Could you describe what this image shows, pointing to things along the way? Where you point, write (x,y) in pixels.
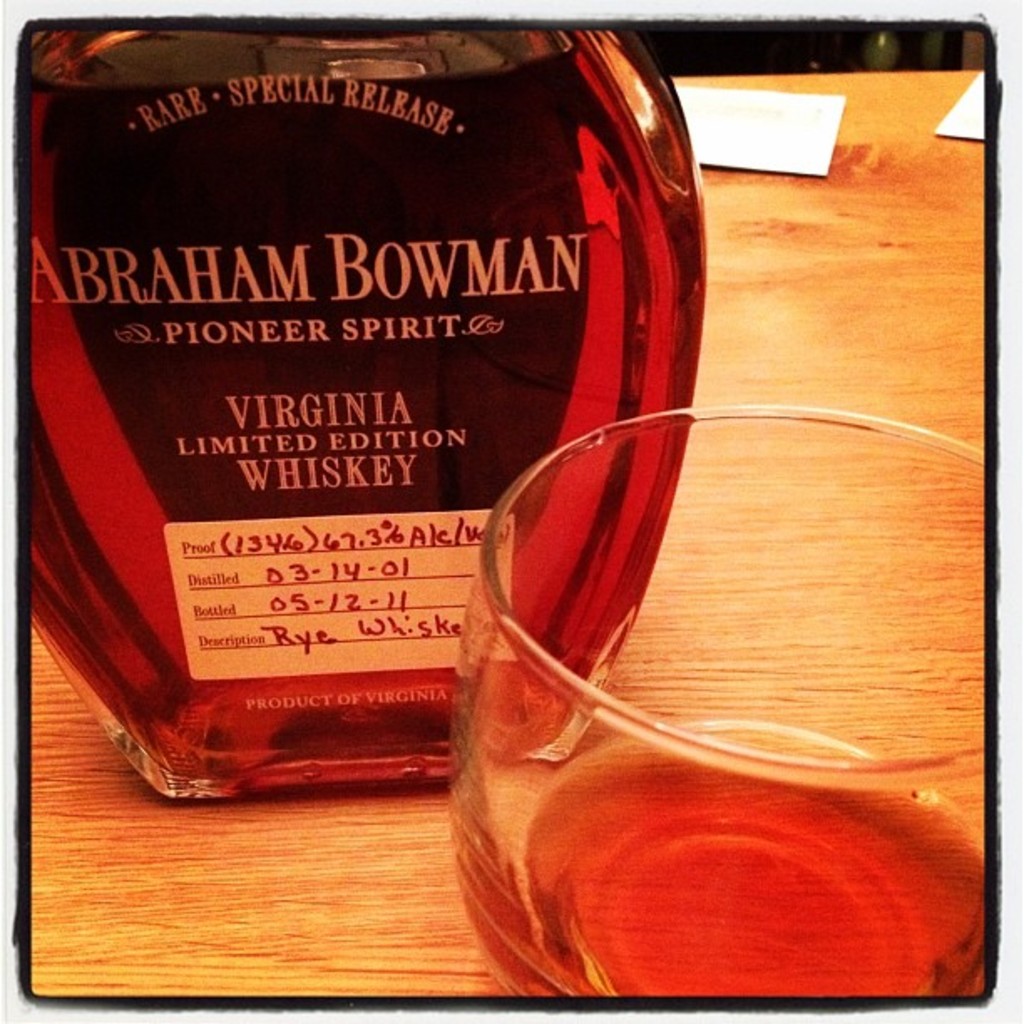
Here in this picture we can see a table (901,135) present, on which we can see a bottle of whiskey (322,503) and a glass (606,586) present on the table (908,119) over there and behind it we can see some papers (814,126) also present over there.
